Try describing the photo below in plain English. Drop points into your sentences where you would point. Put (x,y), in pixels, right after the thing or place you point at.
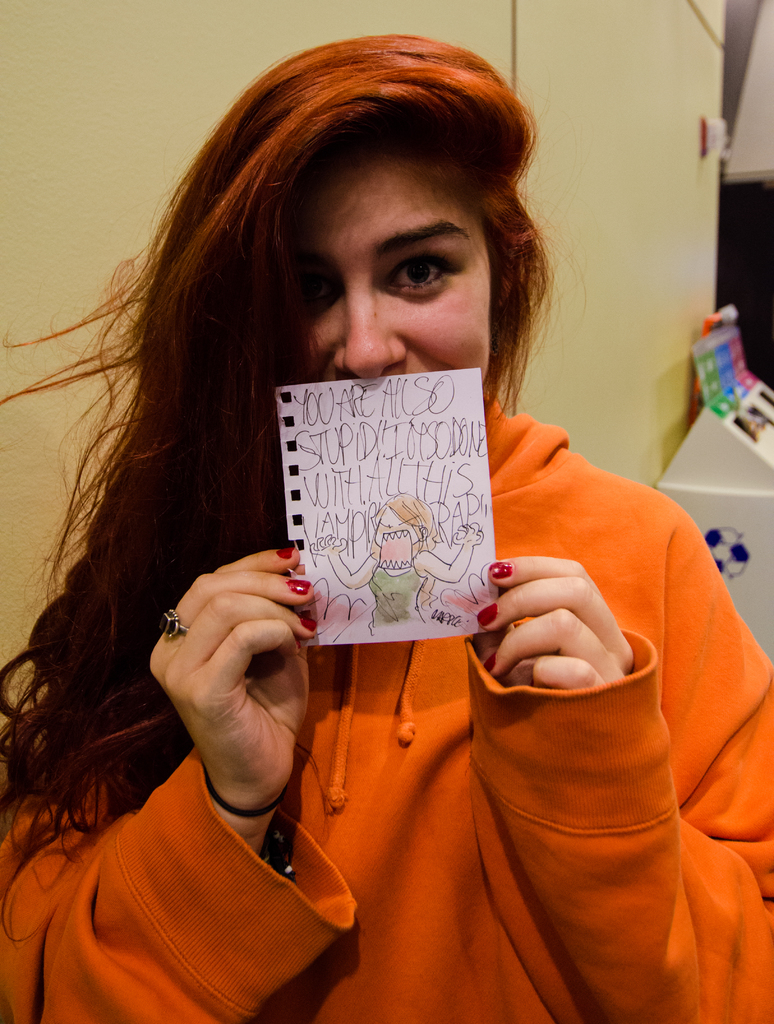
In this image we can see a woman (437,353) holding paper (423,572) with some text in the hands (518,599).
